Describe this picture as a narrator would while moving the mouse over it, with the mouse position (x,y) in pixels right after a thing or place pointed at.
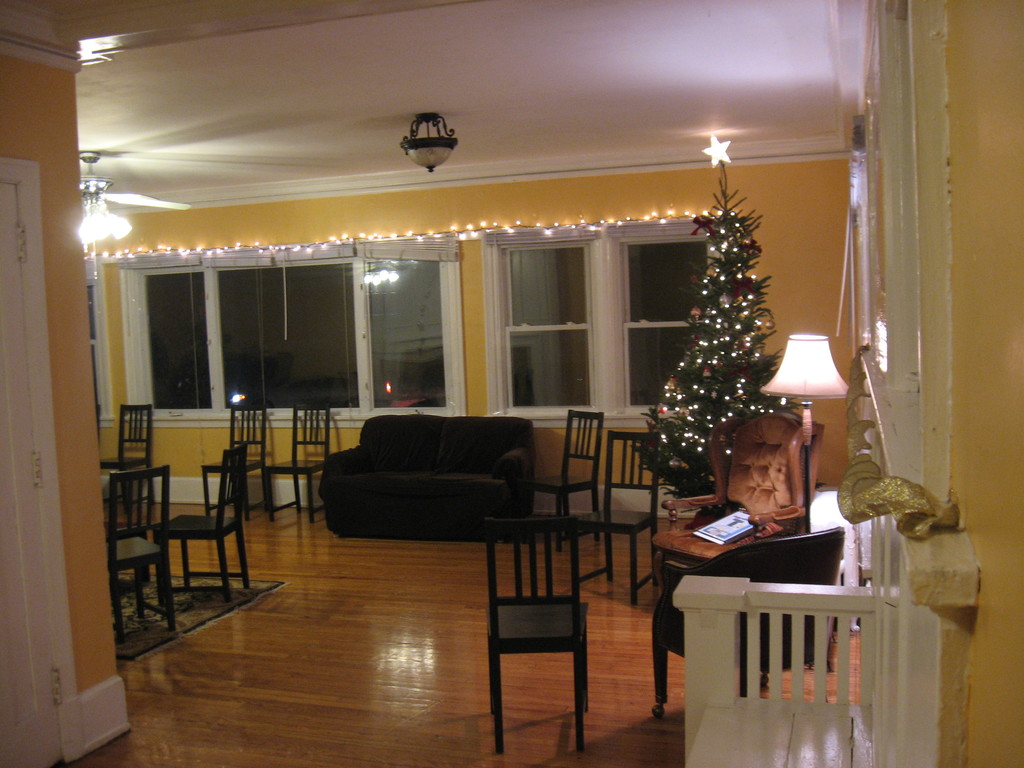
In this image I can see the few chairs (531,617), couch (470,436). To the right (733,332) there is a Christmas tree (706,375) and the lamp (783,391). In the background (344,322) there is a window (422,320).
